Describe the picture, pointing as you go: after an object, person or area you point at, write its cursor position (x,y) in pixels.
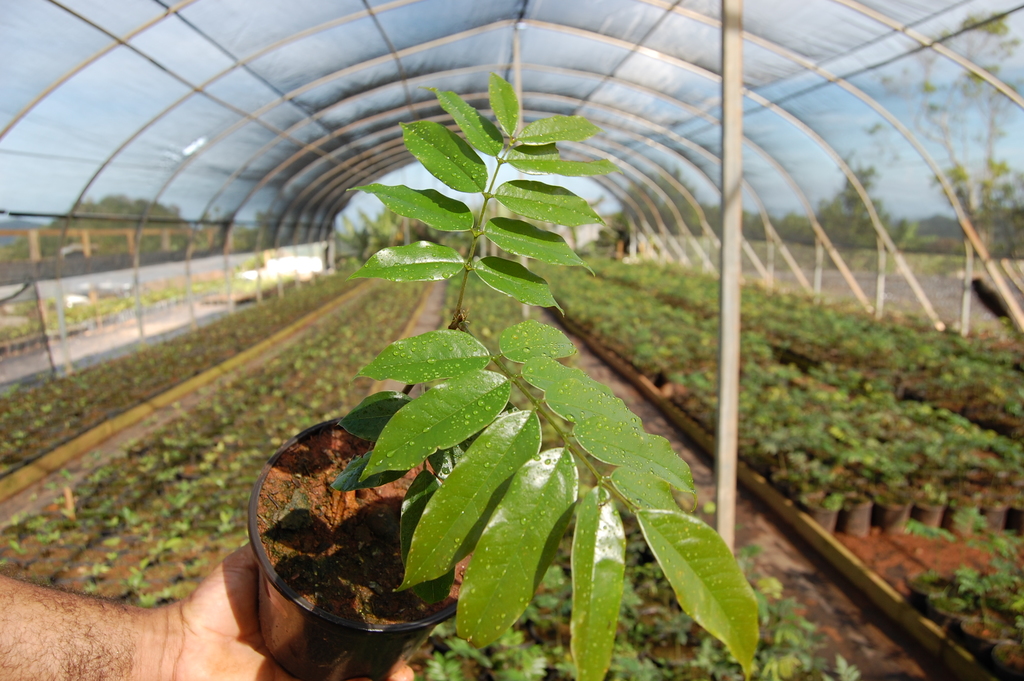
At the bottom of the image (202,659), I can see a person's hand (172,640) holding a flower pot (390,549) in it. These are the leaves (490,500), which are green in color. I can see the plants (110,507). This looks like a pole (726,456). I think this is a kind of a tent (223,86).
